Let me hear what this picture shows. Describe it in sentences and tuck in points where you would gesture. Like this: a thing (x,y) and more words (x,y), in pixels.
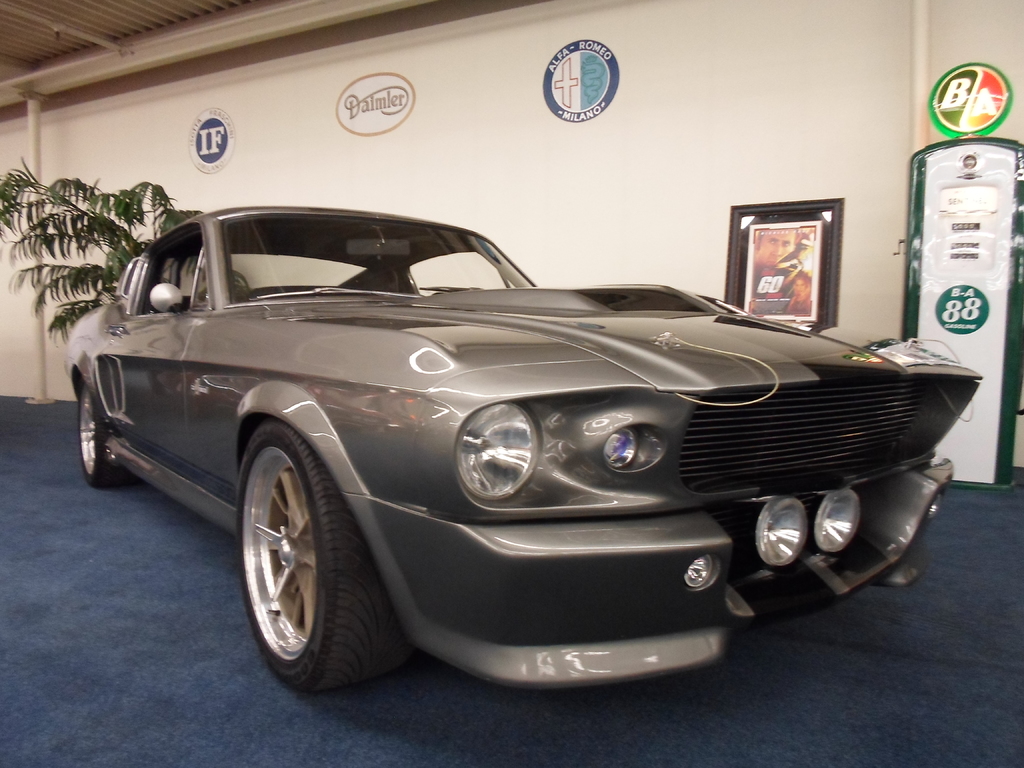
In this picture there is a car (358,370) on the blue color carpet (757,705). On the left (3,204) there is a plant (115,276) near to the wall (123,125). On the top left corner (264,10) we can see roof (98,54) of the building (56,8). On the right (816,301) there is a machine (962,307) and photo frame (806,243). Here we can see pipe (925,25).
